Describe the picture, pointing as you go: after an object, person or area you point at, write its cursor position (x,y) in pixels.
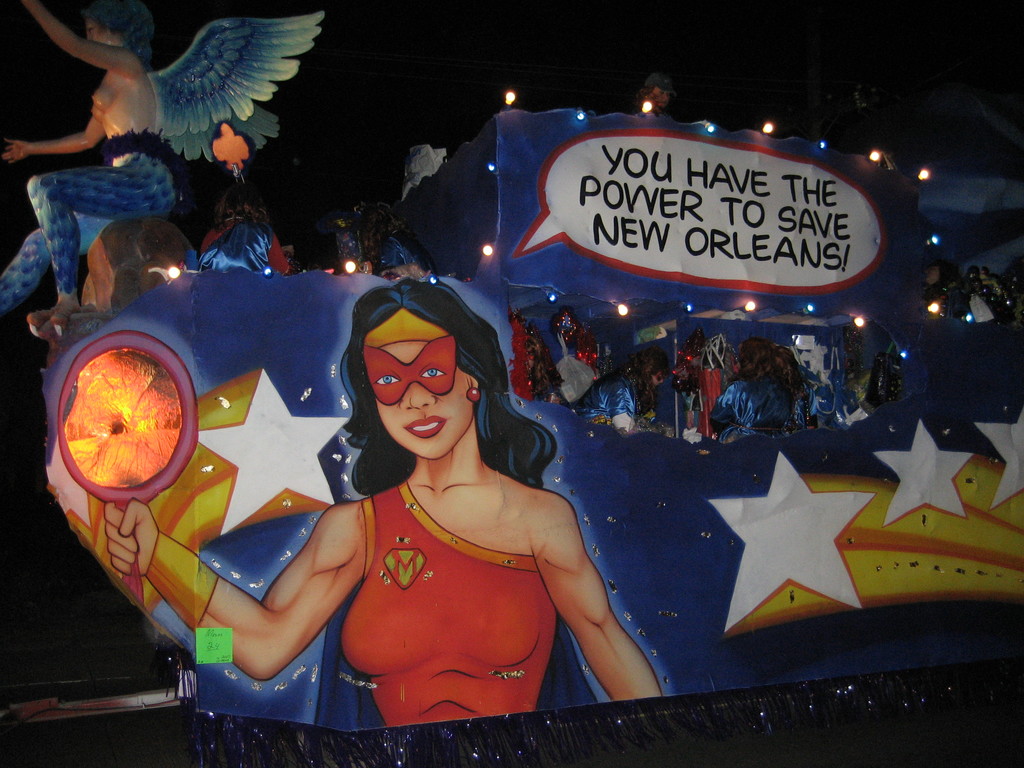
In this picture we can see painting (433,388) on board (474,295). We can see sculpture (126,161), person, pole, wires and lights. In the background of the image (459,106) it is dark.
